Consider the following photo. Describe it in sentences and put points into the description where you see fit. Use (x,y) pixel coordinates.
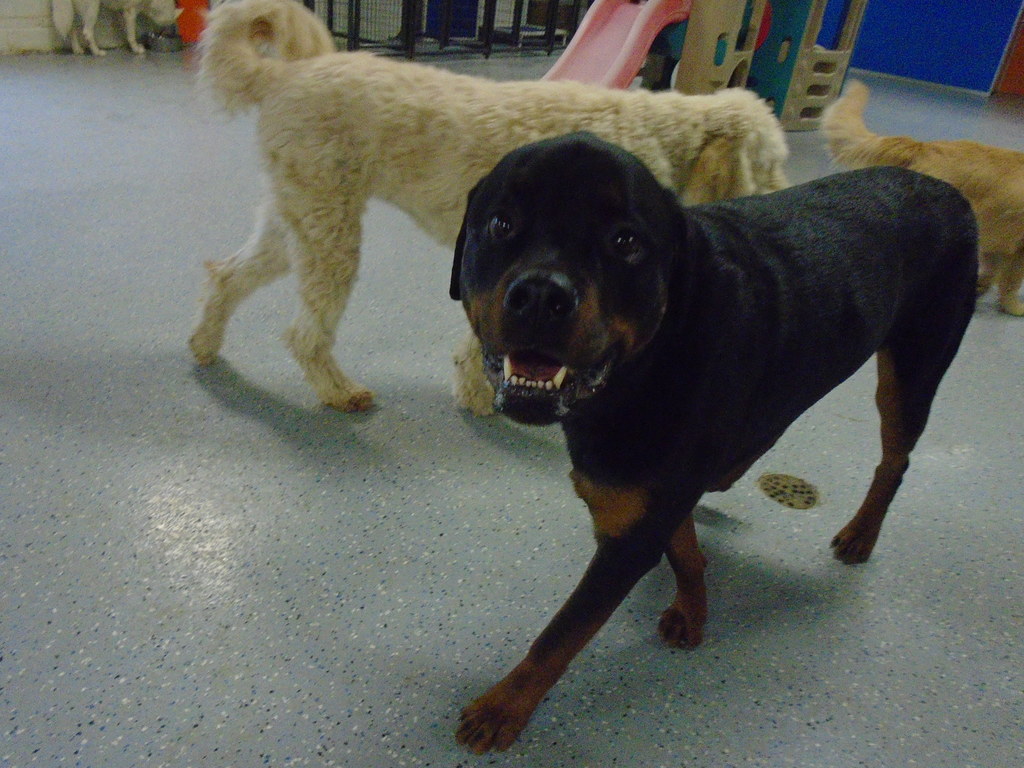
In this picture we can see dogs (480,346) on the floor (21,505).
